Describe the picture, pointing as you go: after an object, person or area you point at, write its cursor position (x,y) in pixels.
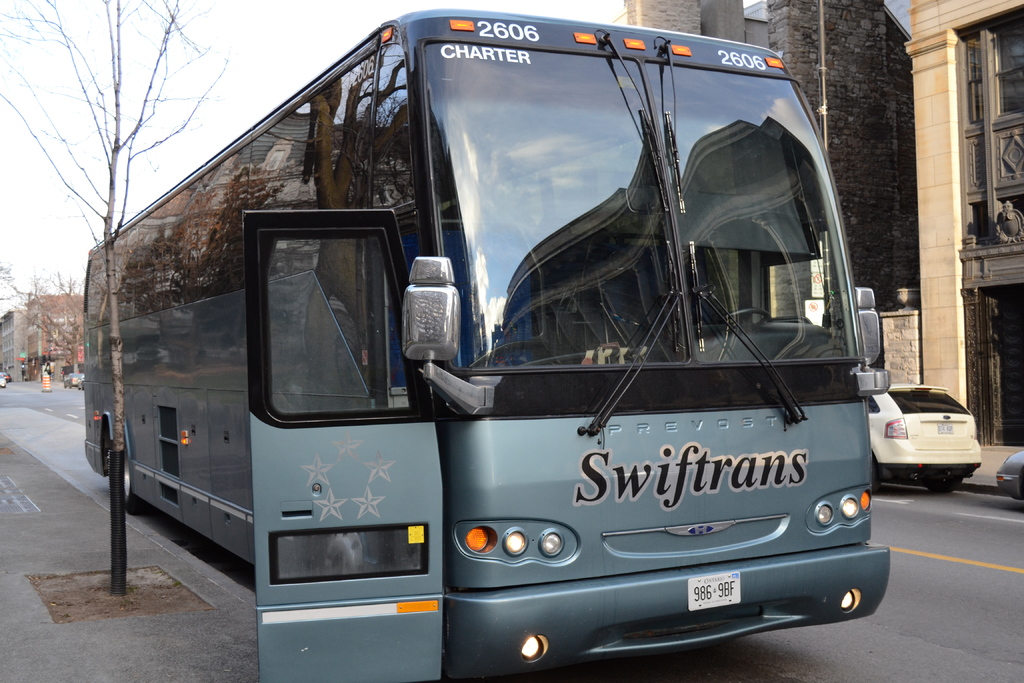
In this image in the middle (431,395), there is a bus (281,440). On the left (109,483) there is a tree (119,91). On the right (961,444) there are cars (950,461), buildings (1016,89) and road (937,611). In the background (9,341) there are buildings (9,341), cars (69,382), some people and sky (224,95).
